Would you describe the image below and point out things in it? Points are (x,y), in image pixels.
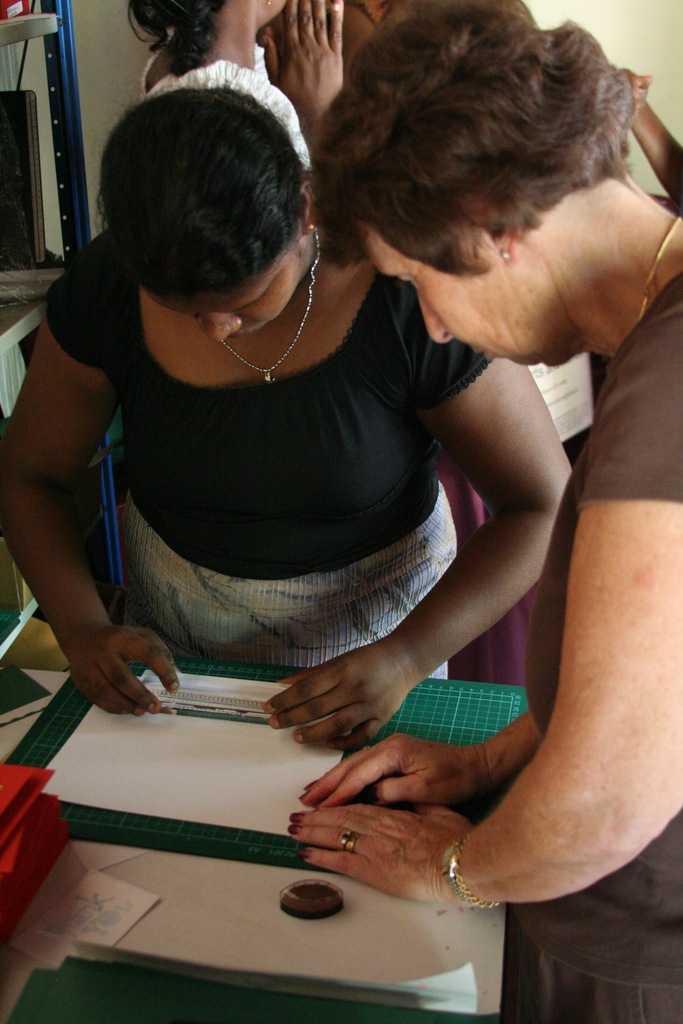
On the right side (658,211), there is a woman (627,288) standing and placing both hands (459,839) on a table (404,907) on which, there is a cloth (347,886) and other objects (21,707) near other woman (303,271) who is in black color shirt (305,373) holding a scale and placing it on a paper (326,756) which is on the table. In the background (125,33), there are other persons (318,106) standing and there are shelves (66,252) near the wall (87,85).
